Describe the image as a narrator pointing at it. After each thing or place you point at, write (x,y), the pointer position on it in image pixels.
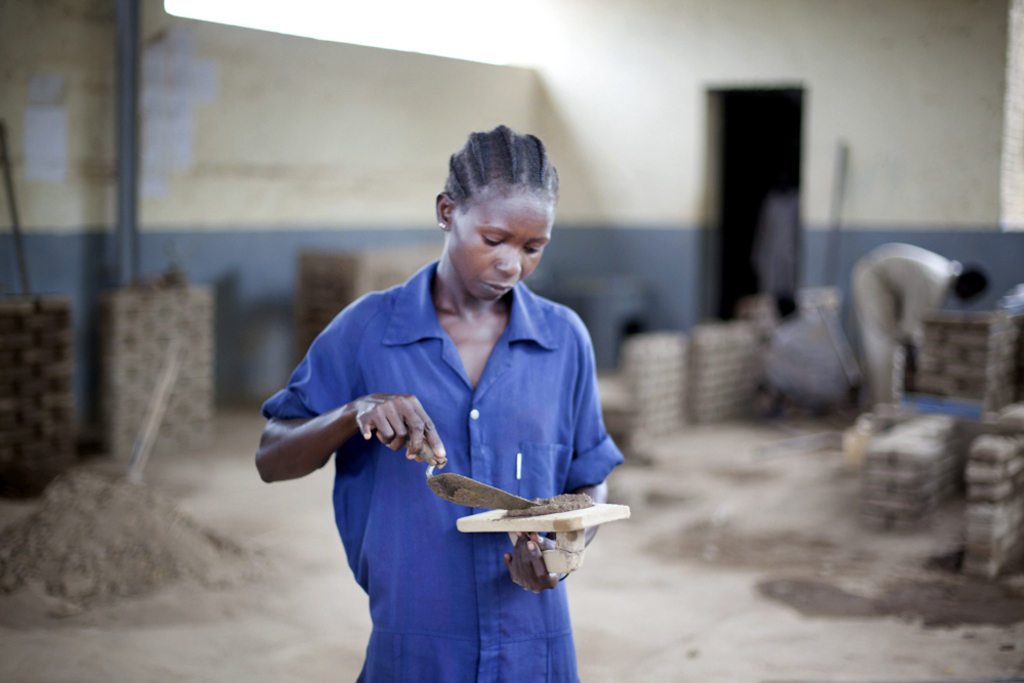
In this picture there is a woman (514,278) who is wearing blue dress (488,612). She is holding some equipment (505,494). On the right (791,343) there are two persons (899,291) were working on the wall (1001,346). Beside them we can see the door (777,266). In the background (455,140) we can see the building (432,170) and wall (112,91).
